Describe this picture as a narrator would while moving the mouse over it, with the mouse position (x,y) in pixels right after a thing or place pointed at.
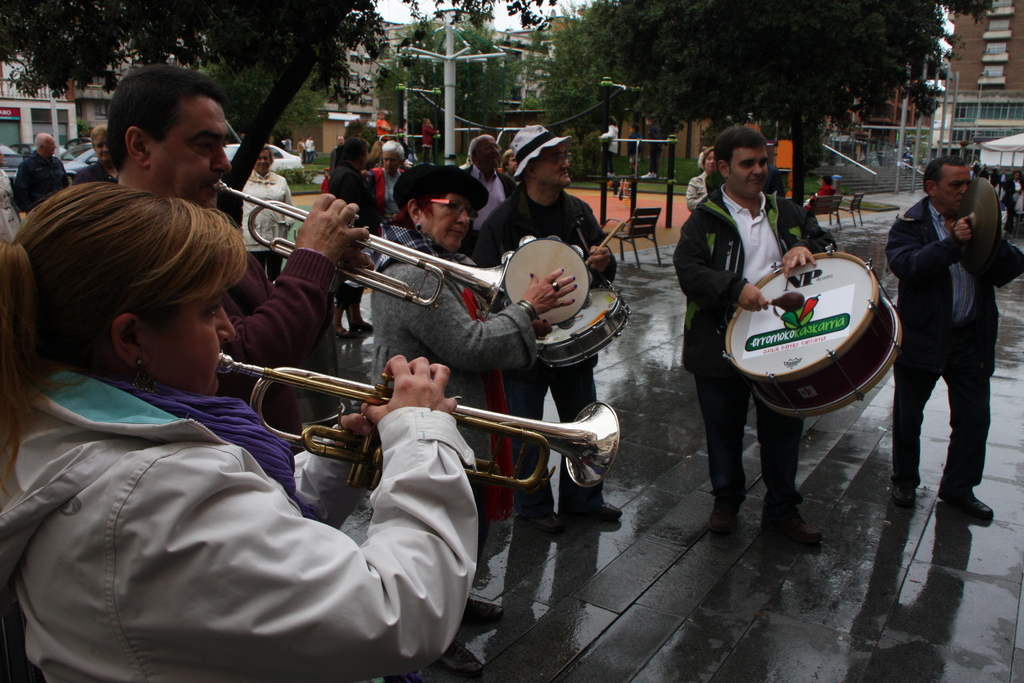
In this image few people (504,234) are playing musical instruments (810,287) on the road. Few are playing drums (602,324), few are playing trumpet (360,270). In the background (62,152) there are vehicles (290,160), people (633,155). This is looking like a park (615,198). There are few benches (650,227) over here. In the back (859,143) there are trees (491,69), poles (447,76), buildings (960,60).
